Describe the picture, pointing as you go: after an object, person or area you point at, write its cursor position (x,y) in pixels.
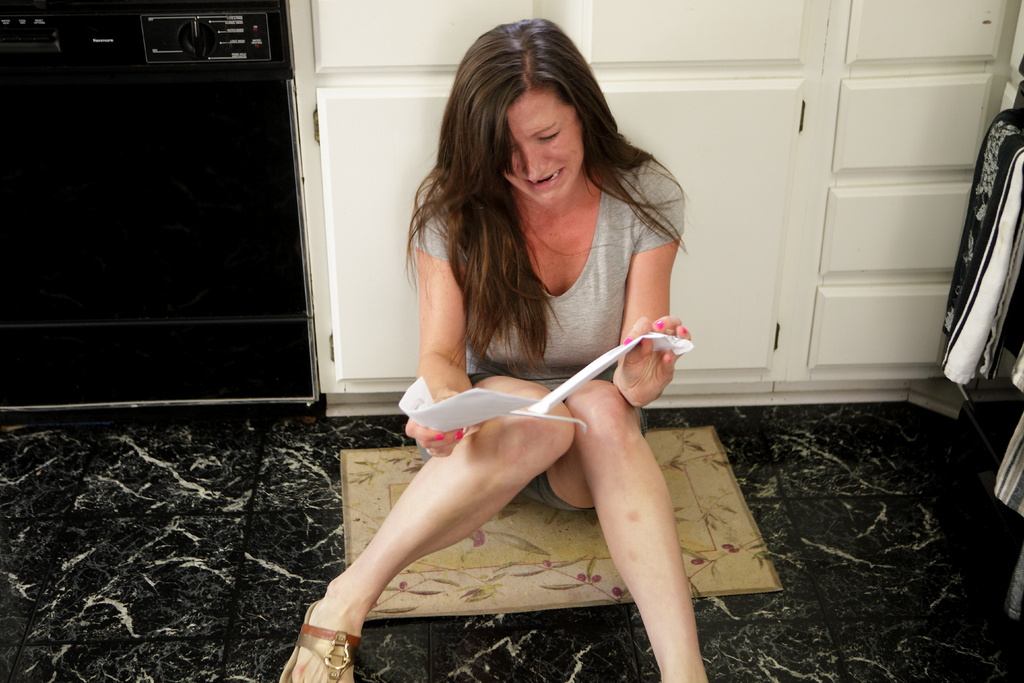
In this image we can see a woman (651,391) is holding something in her hands (651,368) and sitting on the doormat (575,533) which is placed on the floor (220,588). In the background (918,154), we can see white color cupboards (856,99), towel (969,261) and a black color machine (172,236) here.
